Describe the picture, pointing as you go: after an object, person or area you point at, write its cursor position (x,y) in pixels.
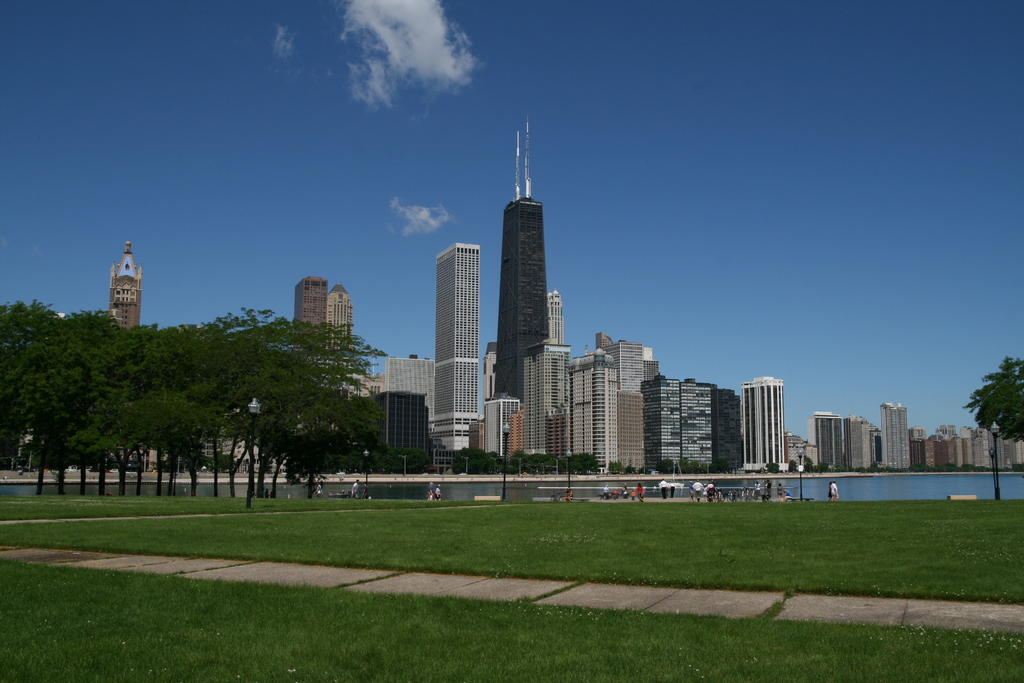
In the picture I can see the grass (490,557), people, poles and some other objects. In the background (905,434) I can see buildings (517,450), trees (512,467), the water (894,497) and the sky (888,260).
